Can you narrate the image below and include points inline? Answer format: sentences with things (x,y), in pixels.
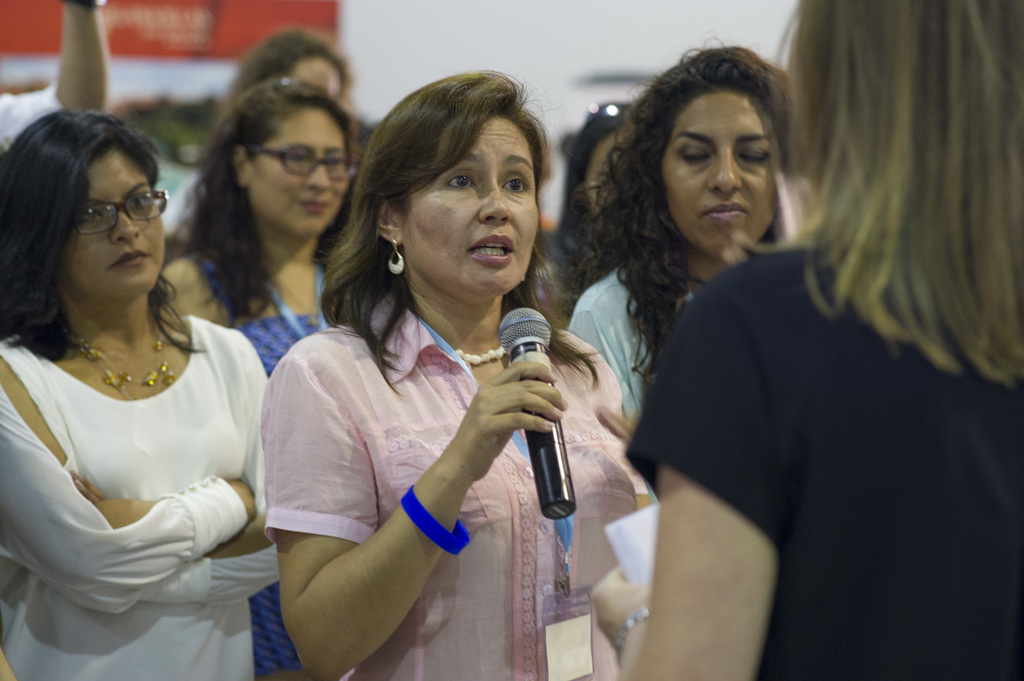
In this image a group of women (299,156) facing towards the right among which one woman (304,356) in the center (352,235) is holding a mike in her hand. I can see a woman (797,161) on the right hand side (709,299) is facing towards the back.
